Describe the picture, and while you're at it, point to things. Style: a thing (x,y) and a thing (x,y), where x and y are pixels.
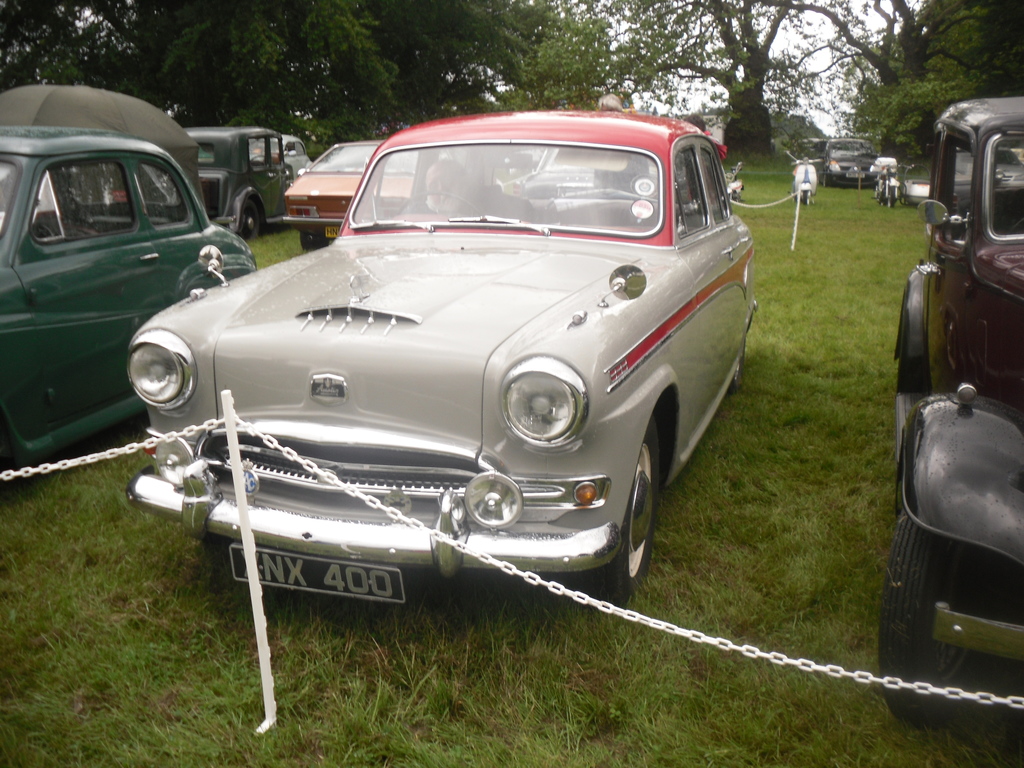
In this image, we can see so many vehicles (518,312) are parked on the grass (769,472). Here we can see some poles (253,544) with chains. Top of the image (574,99), there are so many trees (934,93).
